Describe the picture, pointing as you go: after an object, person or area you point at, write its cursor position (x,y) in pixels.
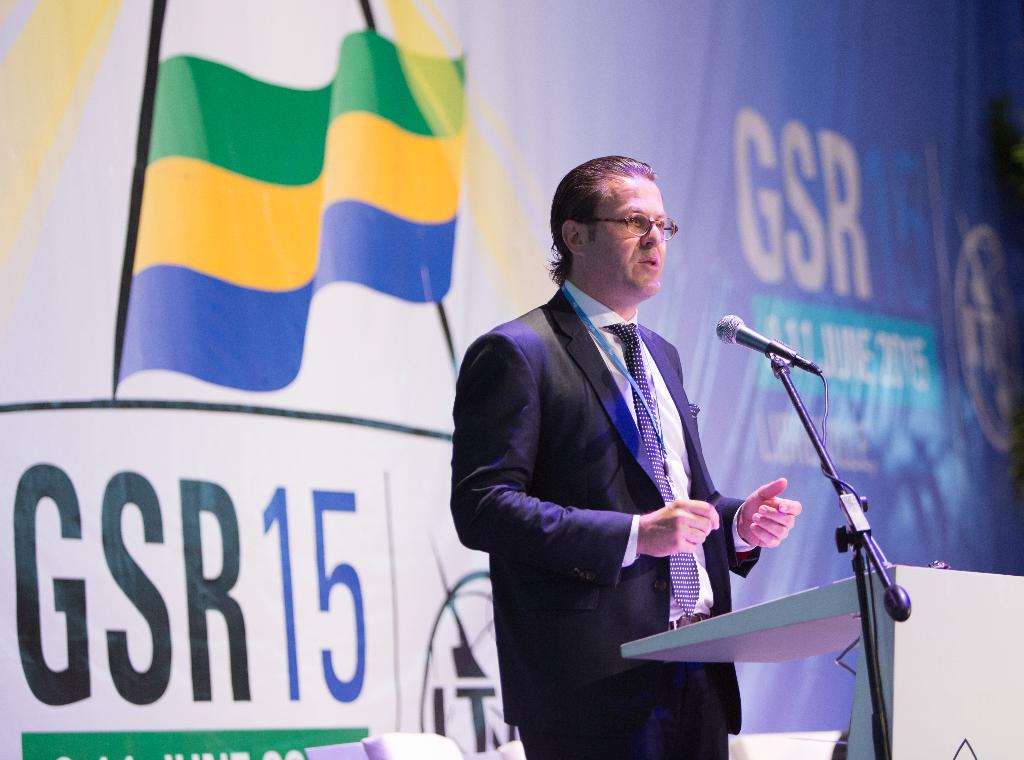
In this image we can see a man (628,297) wearing the glasses (649,222) and also the suit (637,443) and standing in front of the podium (919,653). We can also see the mike (765,345) with the stand (873,559). In the background (238,333) there is a banner (236,282) with the text (879,330).
